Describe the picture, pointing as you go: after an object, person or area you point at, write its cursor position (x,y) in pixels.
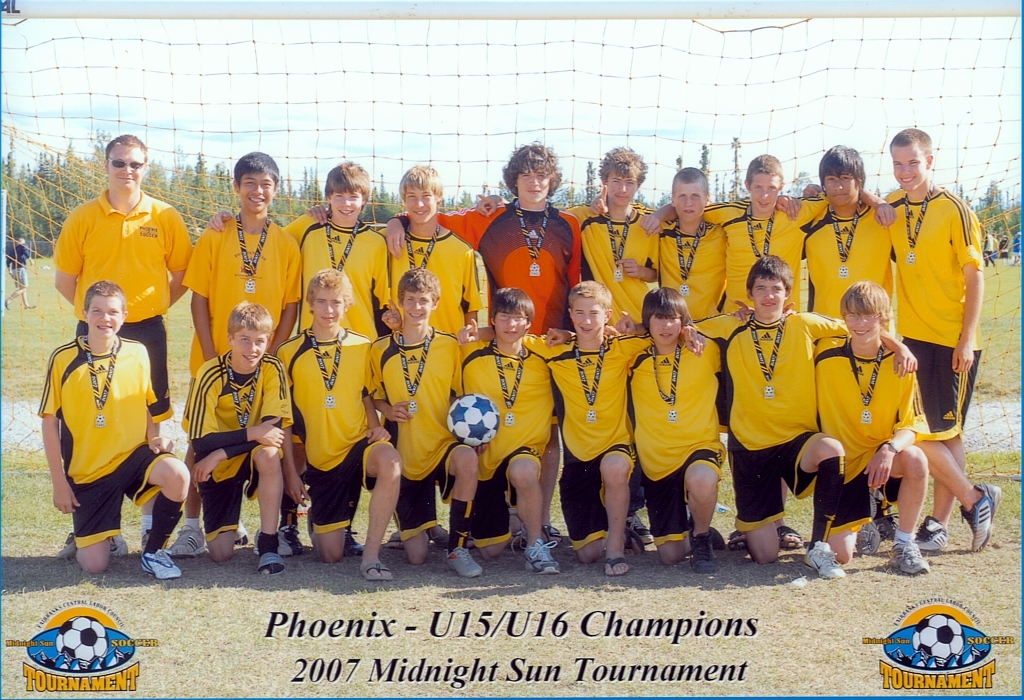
This image consists of many people (301,347). All are wearing the yellow jerseys (119,261). In the middle (532,329), the man (557,328) is wearing an orange jersey (534,319). At the bottom (410,639), there is text (515,658) and green grass (520,606) on the ground (830,596). In the background (600,97), we can see a goal post (565,141) along with the trees (94,174). At the top (431,88), there is the sky (441,81).
